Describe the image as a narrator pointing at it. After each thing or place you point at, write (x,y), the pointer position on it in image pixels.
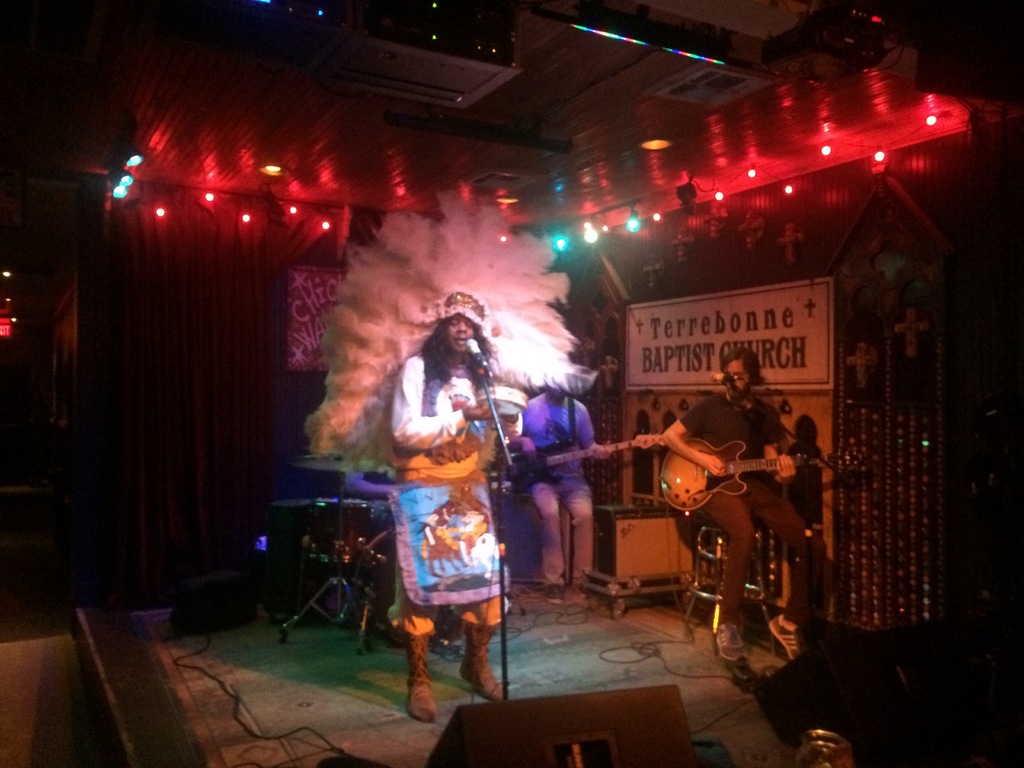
This is picture of the stage (447,495). There are 3 people (401,497). She is standing. she is singing. They both are sitting in a stool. He is playing a guitar (689,503). He's holding a guitar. The other person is also playing a guitar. We can see in the background (629,375) lighting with decoration part (616,361).
